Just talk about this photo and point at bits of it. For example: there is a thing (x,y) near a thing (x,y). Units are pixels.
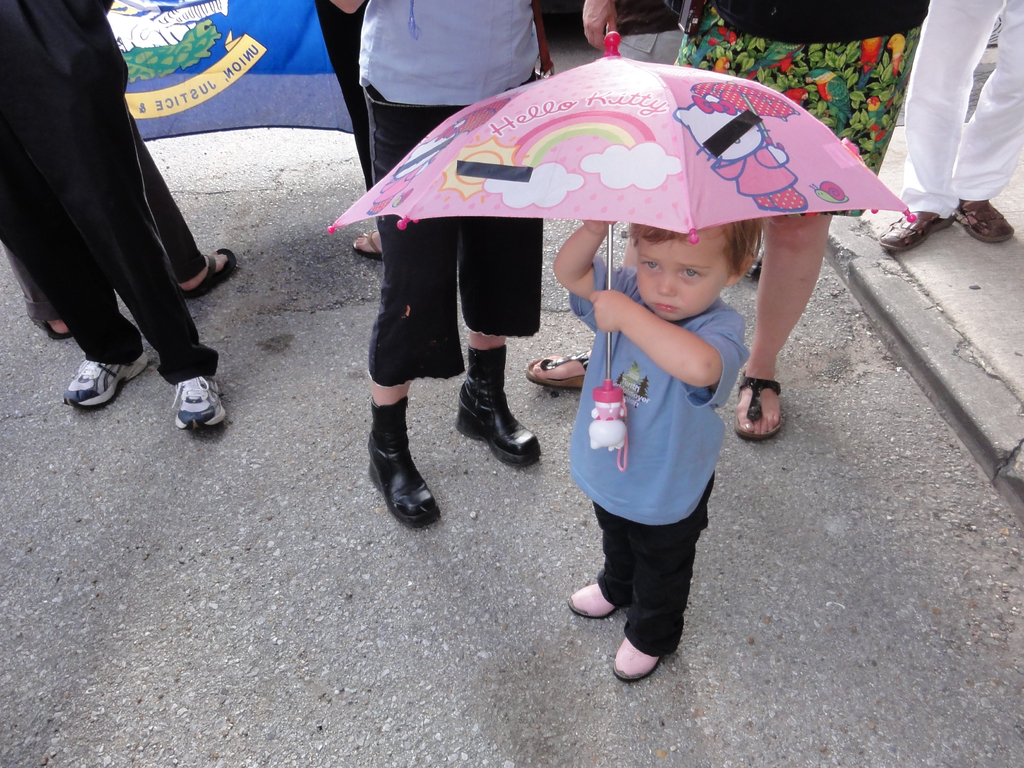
In this picture there is a boy (654,430) standing and holding the pink color umbrella (735,131). At the back (993,101) there are group of people (969,76) standing. At the bottom (722,538) there is a road (223,553).
